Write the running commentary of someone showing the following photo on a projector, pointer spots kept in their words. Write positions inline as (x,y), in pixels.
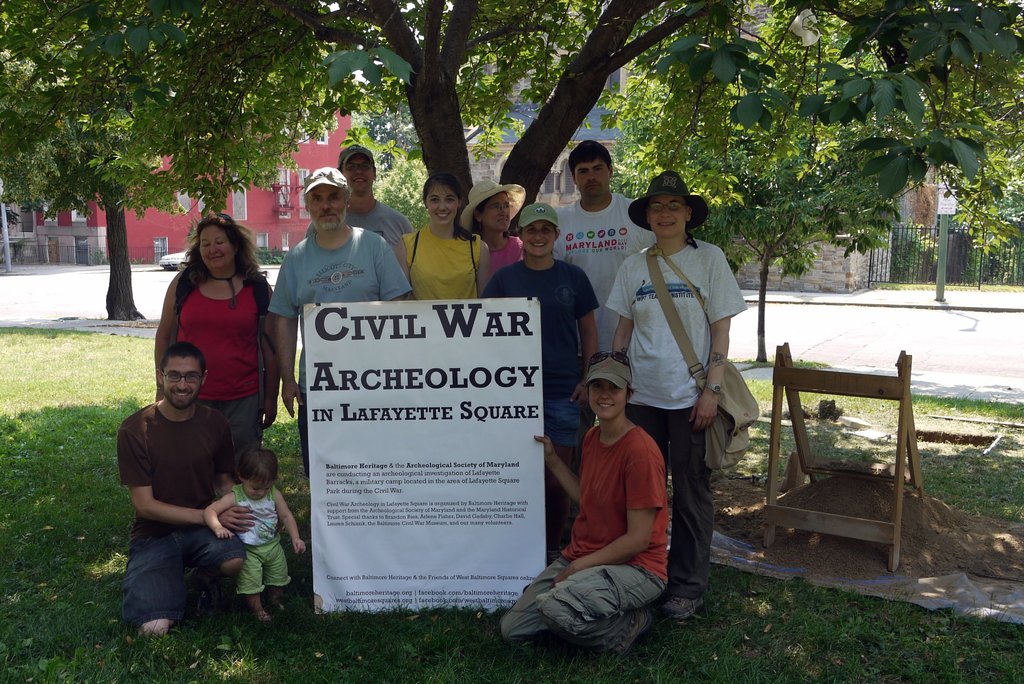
In this image we can see these people (617,227) are standing on the grass (14,370) and we can see a banner (339,554) on which we can see some text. Here we can see the stand (773,466), sand (931,507), trees (751,170), buildings (497,147), gate (945,234), poles (945,234) and the stone wall (865,258) in the background (851,266).
